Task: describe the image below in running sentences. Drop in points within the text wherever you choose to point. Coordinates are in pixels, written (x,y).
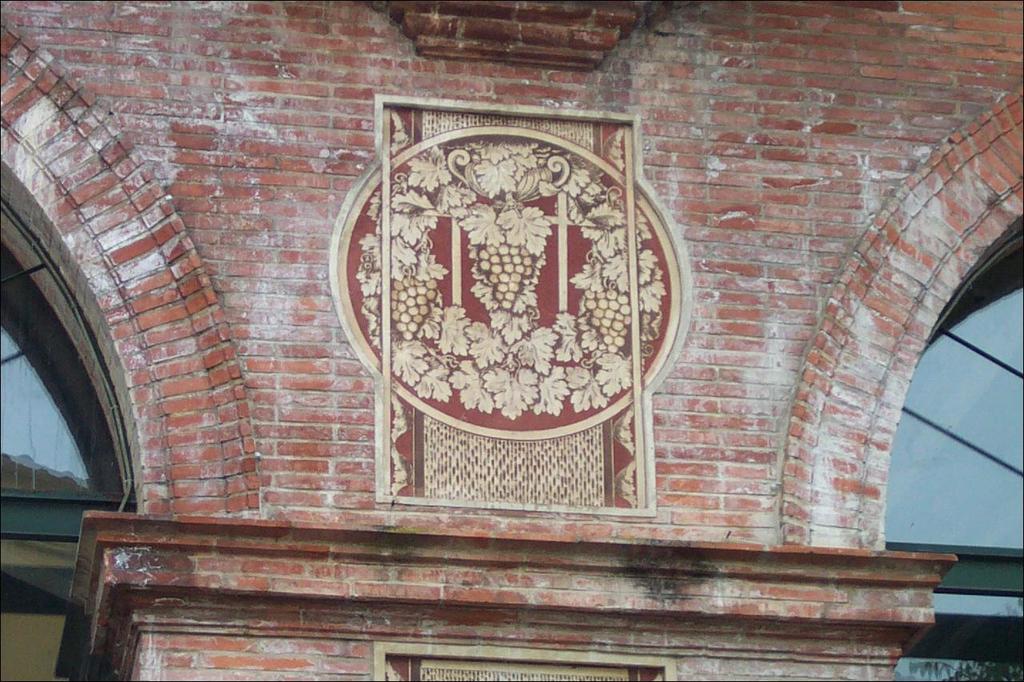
In the foreground of this image (688,384), there is a wall (689,428) of a building (728,291) to which arches (128,373) is on the either side of the image and a design (430,296) on the wall (332,341).
